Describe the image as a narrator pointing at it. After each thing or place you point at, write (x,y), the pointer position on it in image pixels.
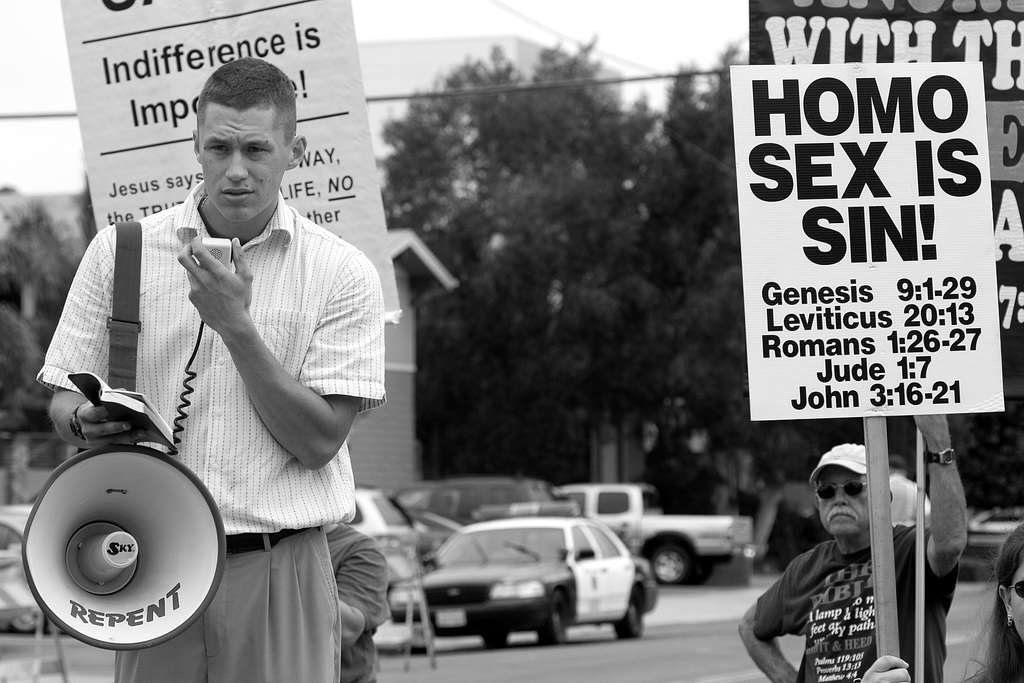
This is a black and white picture, there is a man (822,479) on the right side (834,483) holding a banner (878,269), the man (246,544) on the left side (173,314) holding a mic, speaker (172,534) and a book (135,415), behind there are cars (419,559) in front of the trees (648,295) and above its sky (624,30).
